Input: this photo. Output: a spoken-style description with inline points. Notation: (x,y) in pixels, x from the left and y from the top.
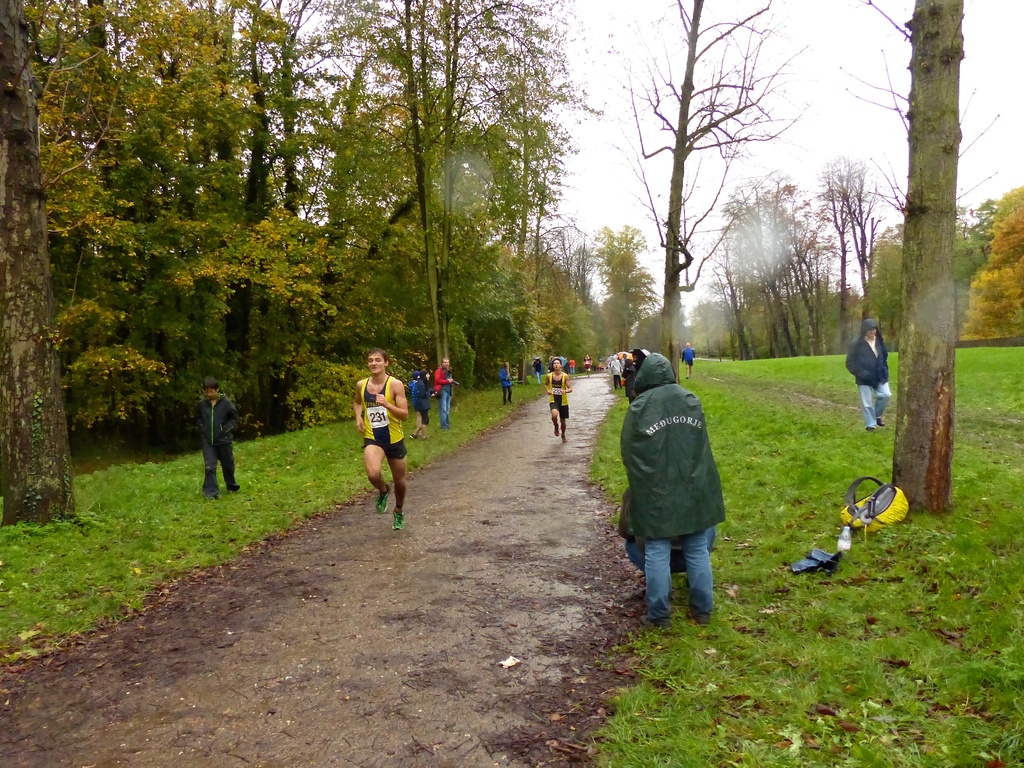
In the center of the picture (483,486) there is a path (527,427), where people (557,379) are running. On the right (917,333) there are trees (819,348), paper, bag (891,500), bottle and grass (779,504). On the left (200,219) there are trees (240,380), grass (133,509) and people (226,424). Sky (595,163) is cloudy.
